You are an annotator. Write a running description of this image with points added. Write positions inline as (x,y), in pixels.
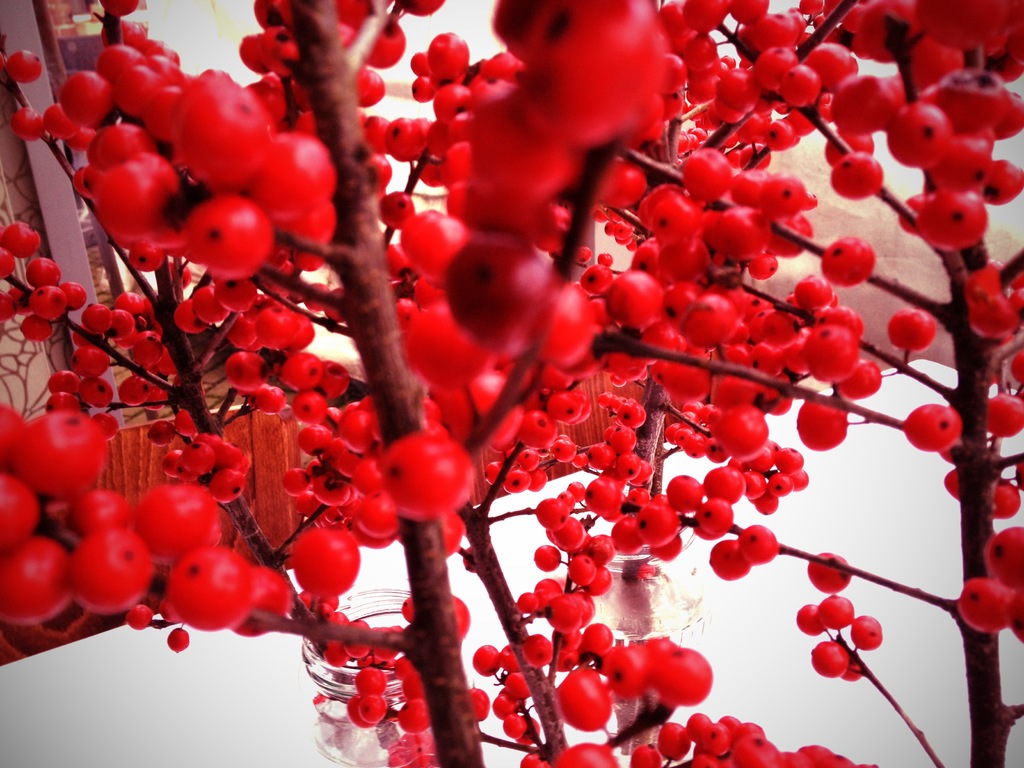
In this image we can see a tree (433,617) with red color fruits (355,466).
